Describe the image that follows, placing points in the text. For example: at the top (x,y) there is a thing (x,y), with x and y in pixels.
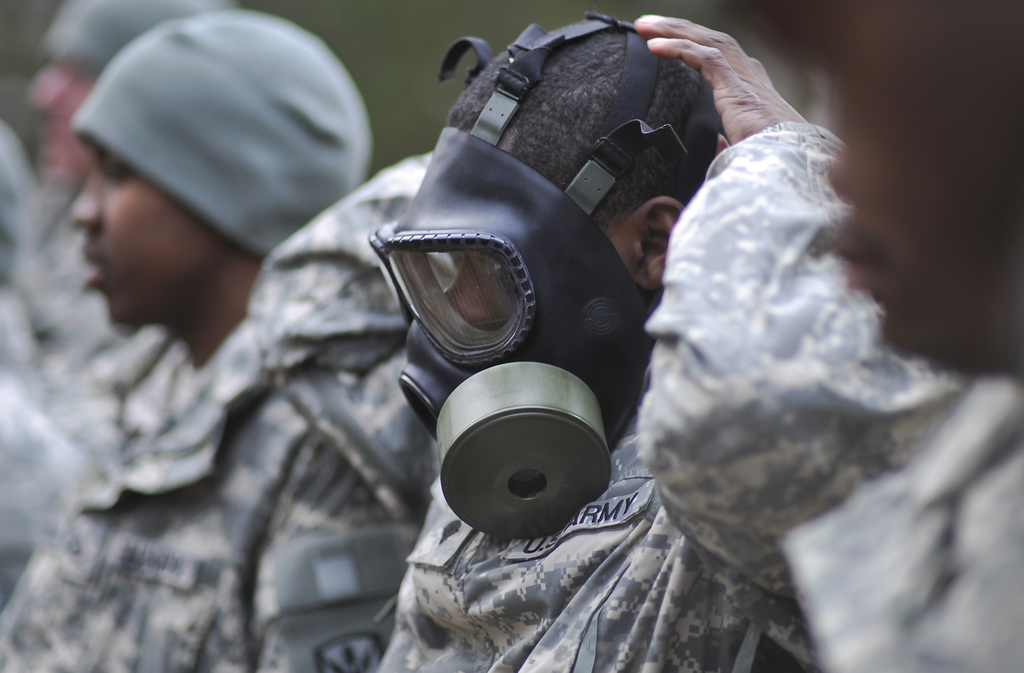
In this picture, we can see a few people (211,187) with head-wear (439,227), and we can see the blurred background (374,104).
